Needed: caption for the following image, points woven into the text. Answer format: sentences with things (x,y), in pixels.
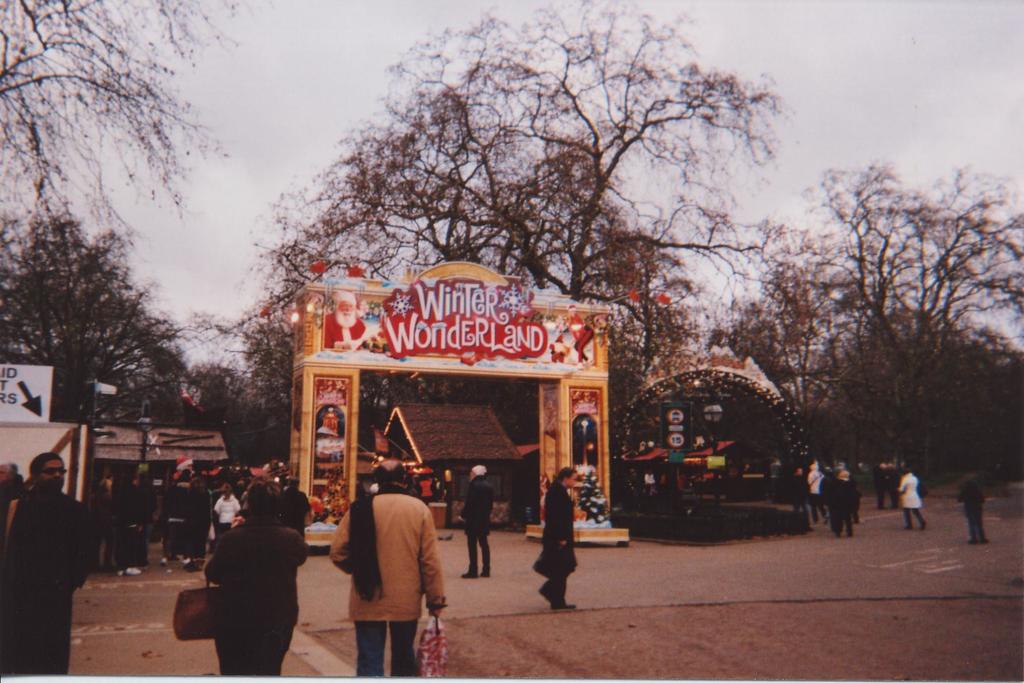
In this picture we can see the arch (335,403) on which "Winter Wonderland" is written. In the front (400,588) bottom side there are some persons (295,611) walking in the ground (659,591). Behind there is a huge dry trees (538,210).
